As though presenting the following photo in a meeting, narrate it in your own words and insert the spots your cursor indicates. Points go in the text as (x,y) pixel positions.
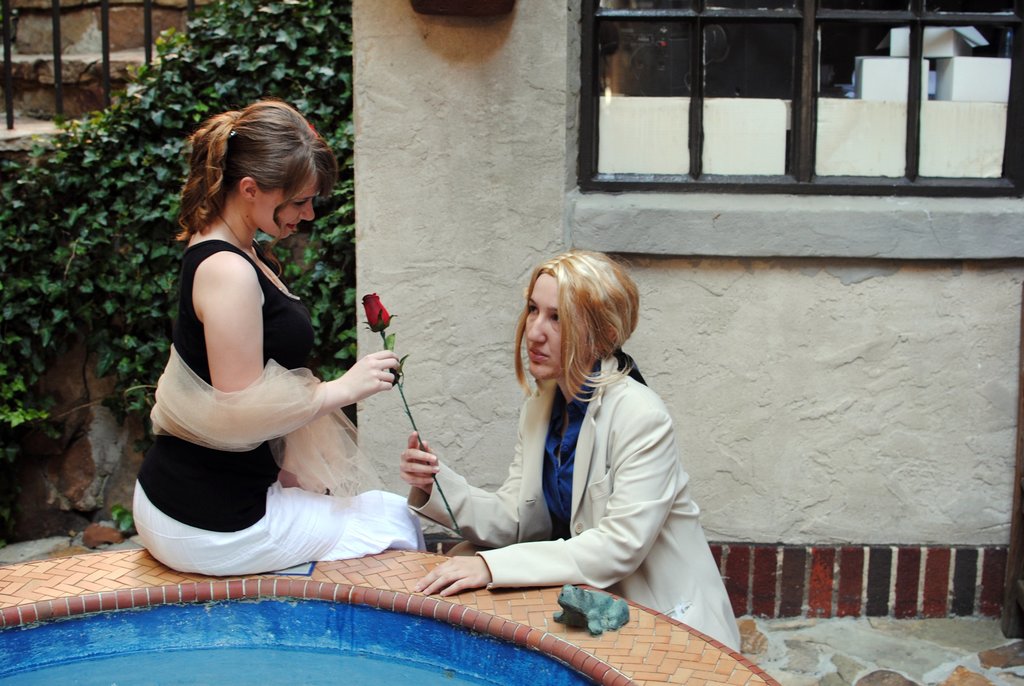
In this image in the foreground (651,458) there are two women (214,429) sitting, and they are holding rose flower (376,323). At the bottom (528,666) it looks like a wall (685,654), in the background (724,157) there is a house (913,414), window (1018,131), plants (127,95), railing (105,37) and staircase (27,56).
